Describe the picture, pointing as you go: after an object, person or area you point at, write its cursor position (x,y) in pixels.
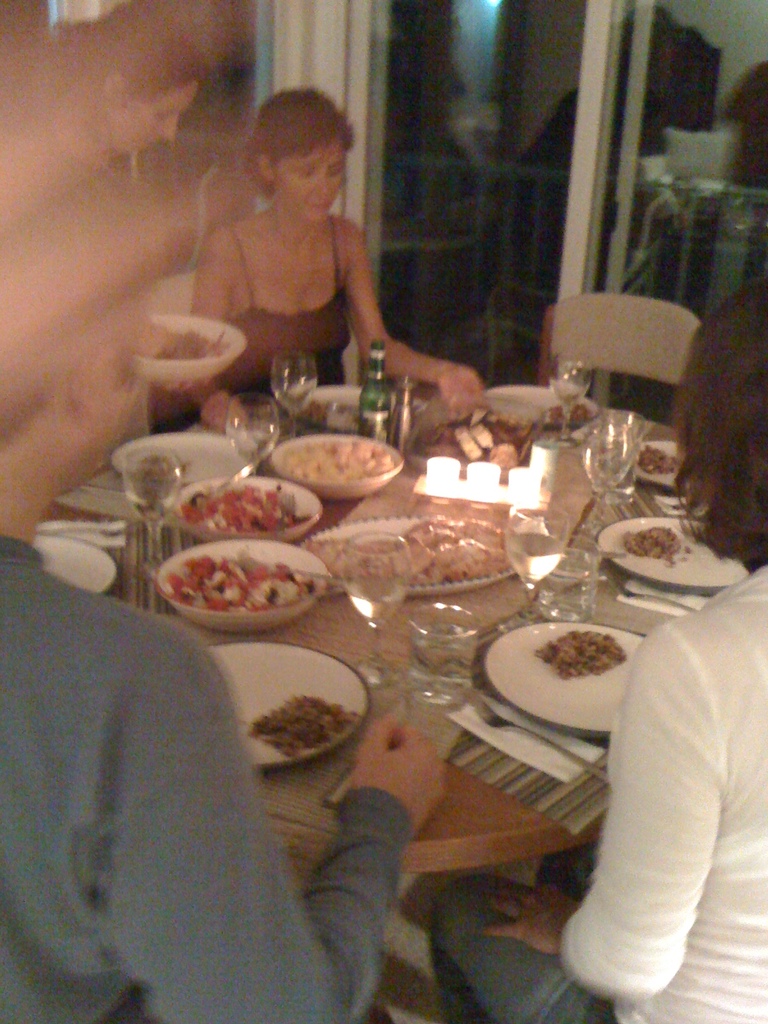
In this image there is a table (651,438), on that table (92,504) there are plates (488,410), in that plates (532,420) there is a food item (380,447) and there are glasses (573,383), bottles (380,417), around the table (250,732) there are chairs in that chairs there are people (694,702) sitting.
